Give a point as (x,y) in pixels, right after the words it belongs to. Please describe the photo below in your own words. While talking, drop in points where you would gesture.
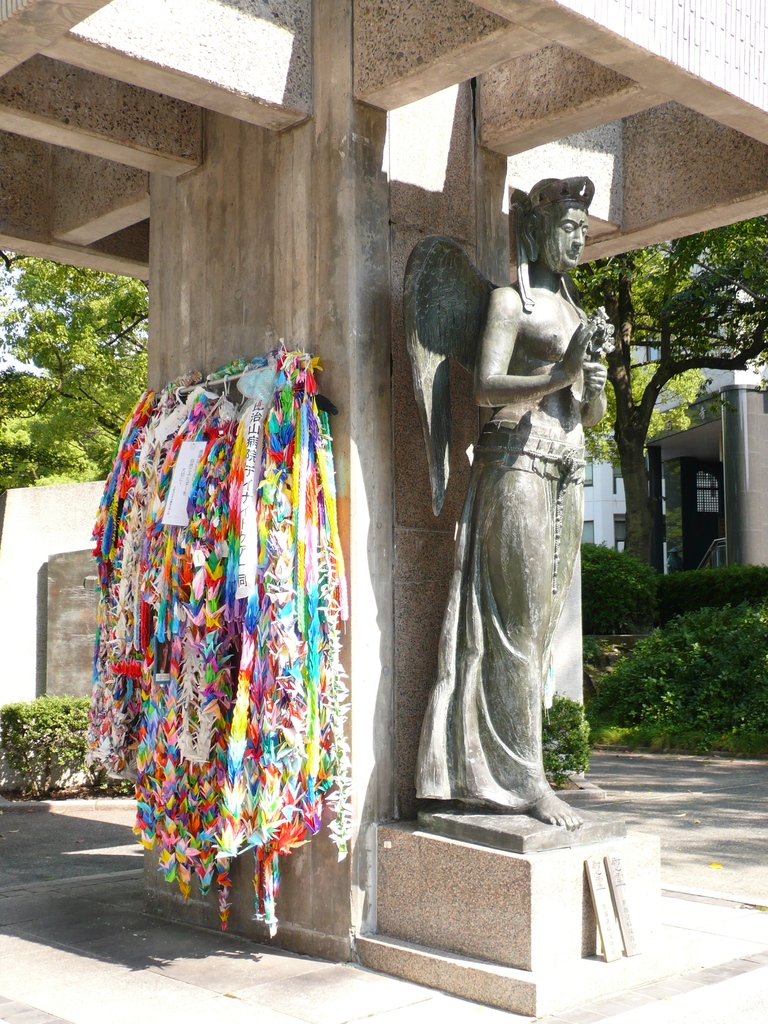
This is the picture of a building (410,110). In the foreground (540,461) there is a statue (540,801) and there are objects (300,783). At the back (766,447) there is a building (745,479) and there are trees (5,450). At the top (225,334) there is concrete (358,793).
